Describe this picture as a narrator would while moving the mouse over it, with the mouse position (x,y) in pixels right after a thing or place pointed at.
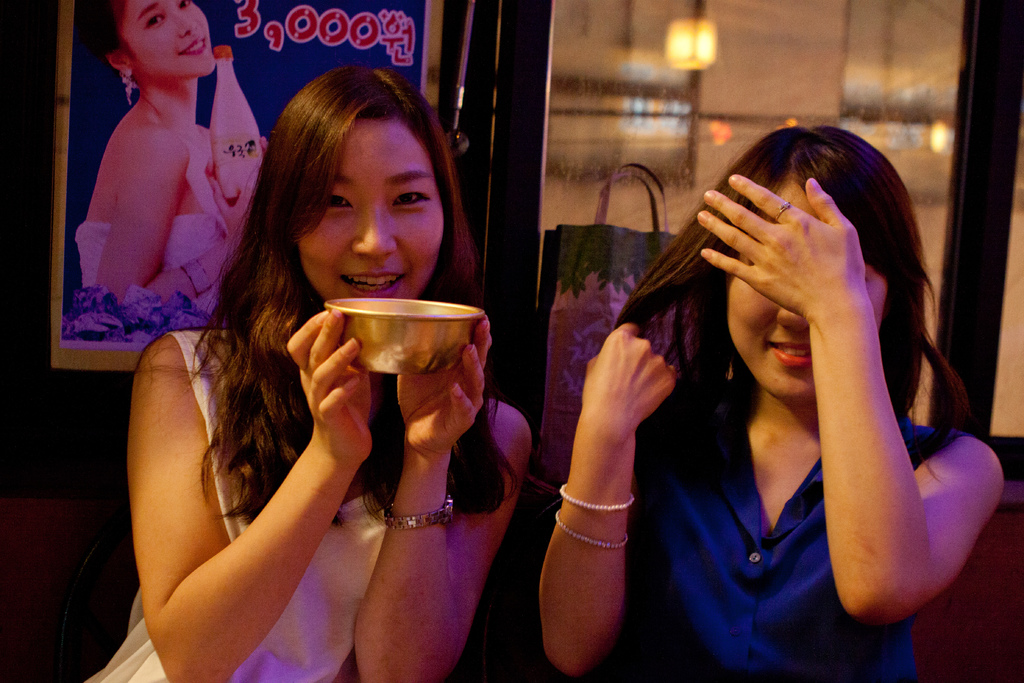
In the center of the image (404,270) we can see two ladies (471,249) are sitting and a lady (409,423) is holding a bowl (408,341). In the background of the image (90,112) we can see a board (128,85) on the wall (487,298), glass door (733,6). Through the glass door (874,71), we can see a bag (642,237), floor (677,210), lights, pillar (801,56) and wall (629,61).
